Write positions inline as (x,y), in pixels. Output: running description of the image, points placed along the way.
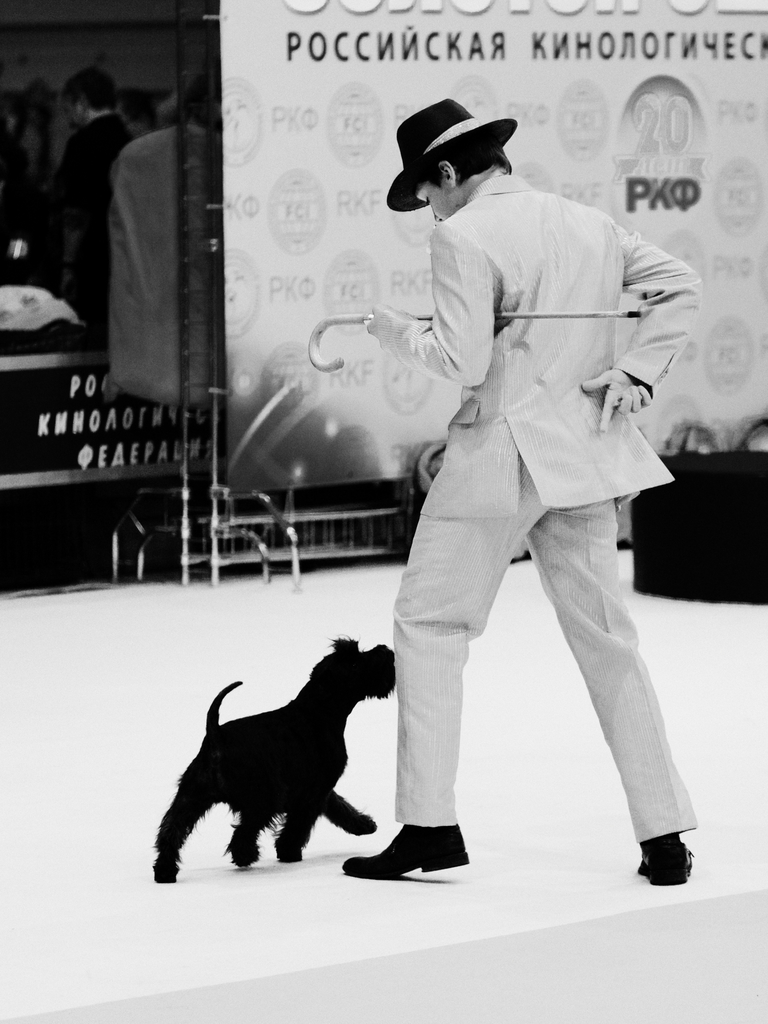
In this picture there is a man (389,336) and a dog (360,694). The man (391,878) is holding a stick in his hands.
